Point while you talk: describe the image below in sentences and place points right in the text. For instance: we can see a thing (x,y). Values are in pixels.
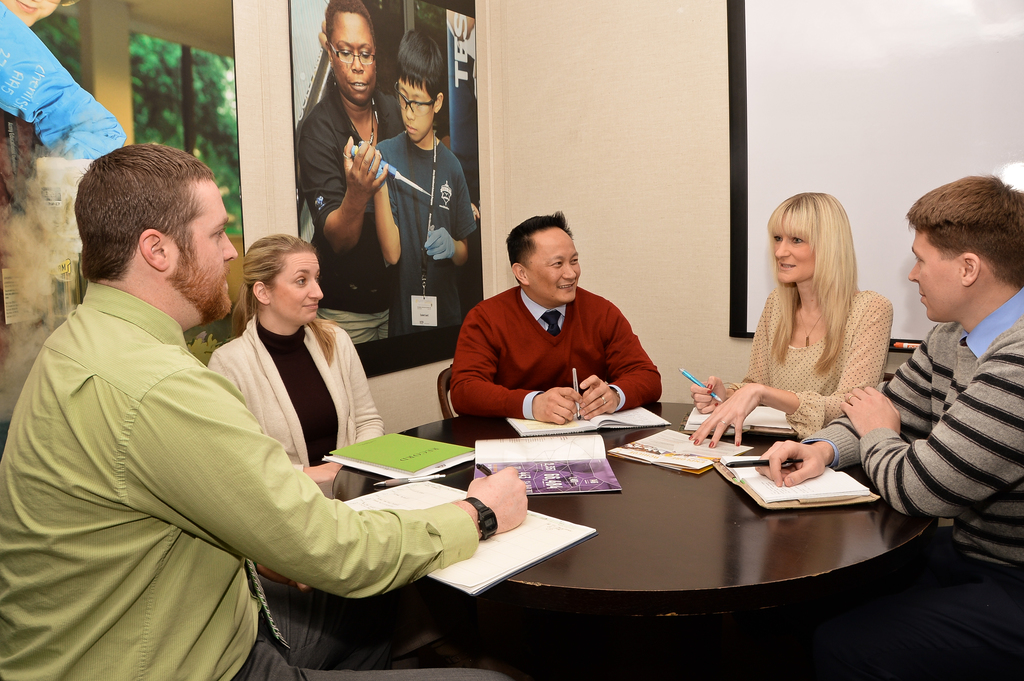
In the background (884,148) we can see a board (977,156). We can see a frame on the wall (695,266). In this picture we can see the people (941,302) are sitting and all are holding pens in their hands (721,407) except a woman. Looks like they are discussing something. On a table (722,520) we can see the books (839,476). On the left side of the picture (229,67) we can see a board (81,113), tree (161,90), pillar (120,101).
